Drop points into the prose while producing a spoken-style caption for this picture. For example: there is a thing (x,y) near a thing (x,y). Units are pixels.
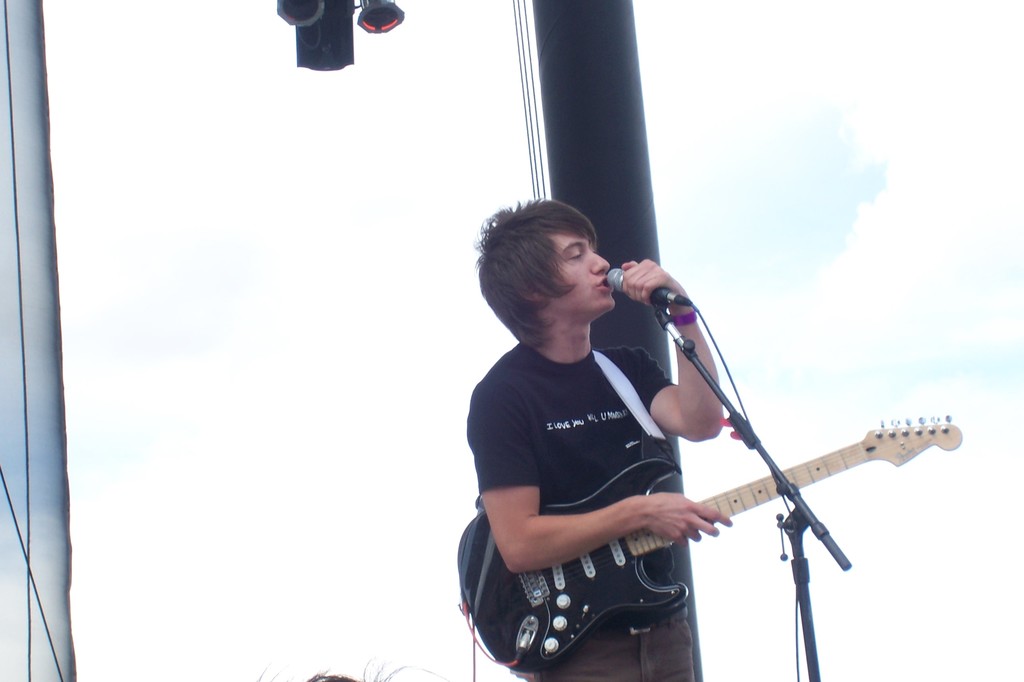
In this image i can see a man (617,400) holding guitar (618,557) and singing in front of a micro phone (620,281) at the back ground (742,208) i can see the sky (662,225).
